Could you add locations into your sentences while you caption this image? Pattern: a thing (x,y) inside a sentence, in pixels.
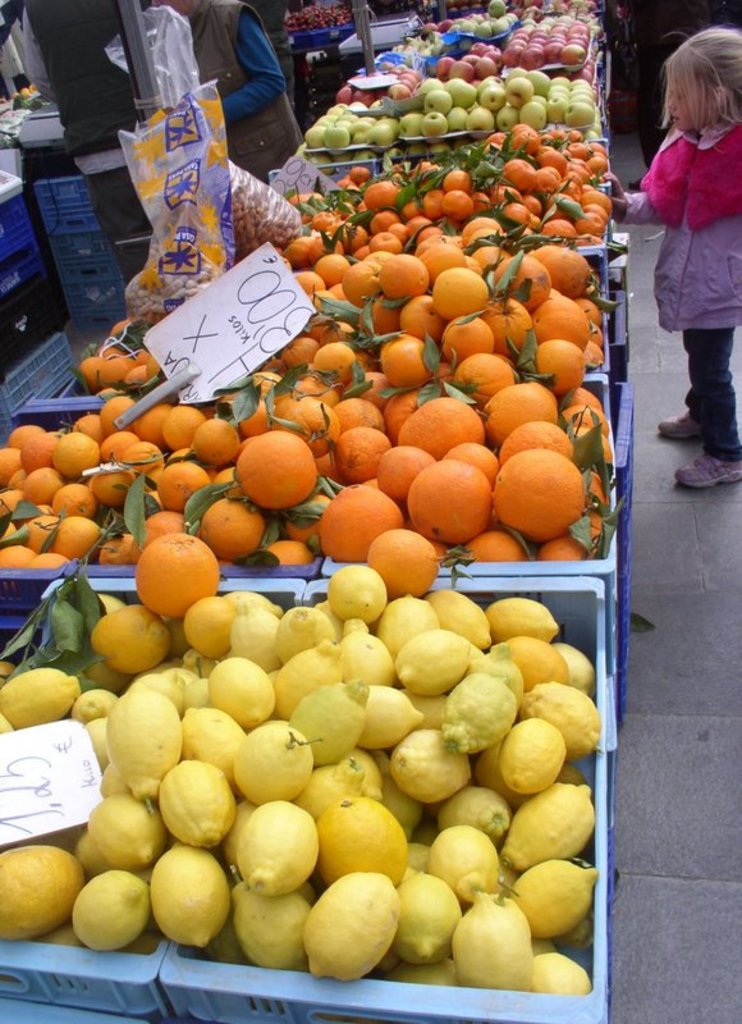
In this image I can see tonnes of fruits (179,596) in a tray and some persons (728,423) are standing on the floor (721,621). This image is taken may be in a market (319,102) during a day.
